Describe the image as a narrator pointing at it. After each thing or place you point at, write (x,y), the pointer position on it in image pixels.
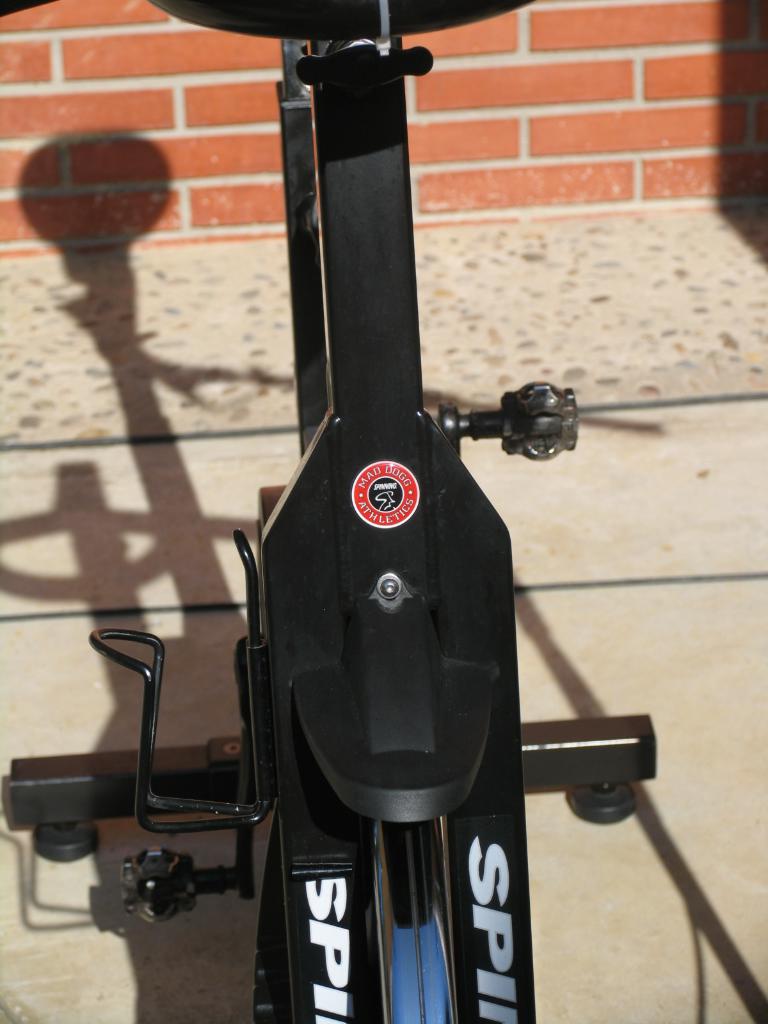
In this picture, we see a gear (412,551) or one of the parts (460,619) of the bicycle (353,575). It is in black color. In the background (607,70), we see a wall (266,133) which is made up of red colored bricks (429,149). At the bottom of the picture (689,820), we see the floor (561,638).
